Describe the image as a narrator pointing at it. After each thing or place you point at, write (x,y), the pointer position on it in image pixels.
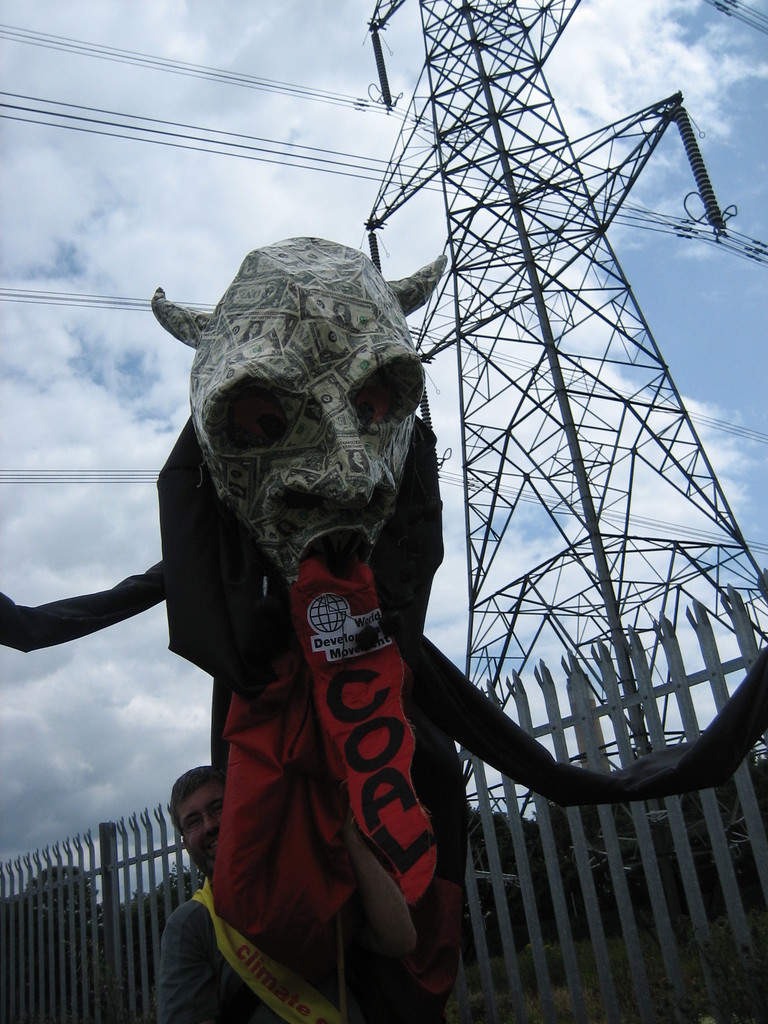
This picture is clicked outside. In the center (276,368) we can see a person (231,958) holding some objects (310,652). In the background (686,372) we can see the sky (701,292) with the clouds (550,21) and we can see the metal rods (501,246), cables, fence (763,938) and some other objects (758,924).
